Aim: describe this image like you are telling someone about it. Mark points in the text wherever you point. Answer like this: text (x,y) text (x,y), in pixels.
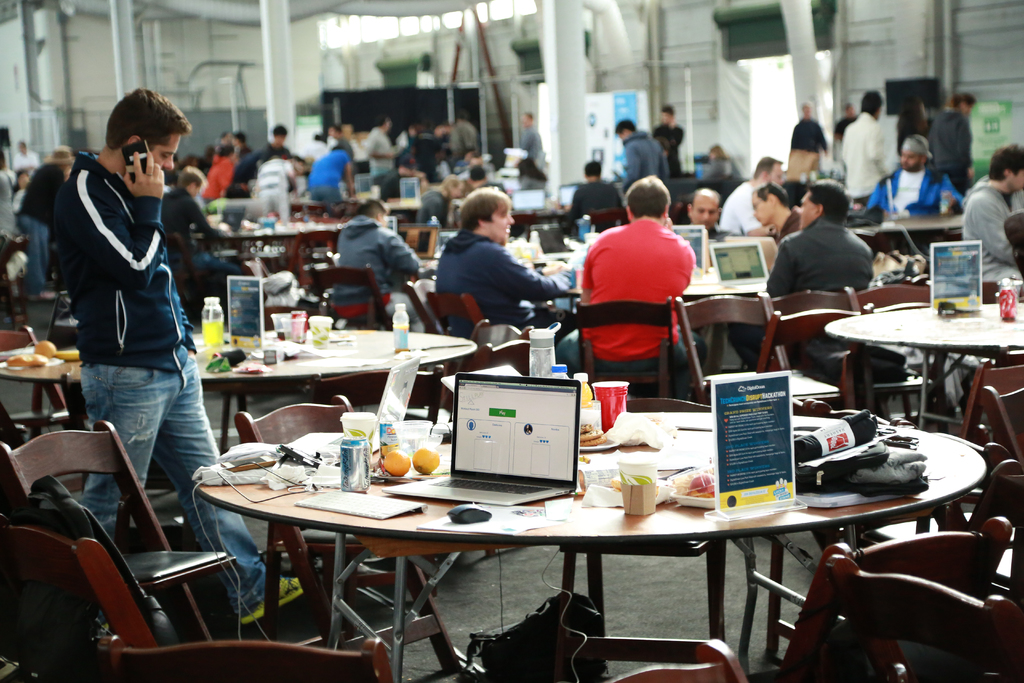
This picture is clicked at a cafeteria (725,314) or restaurant (693,181) and it is crowded. There are many tables (349,342) and chairs (352,320) in the image. On the table (375,487) that is in front (519,460) there is a laptop (529,469), drink can (368,469), papers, food (691,475), fruits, bottles (587,415) and small board (722,441) on it. Below the table (724,458) there is a bag pack (551,624). Just beside it there is a man (191,335) holding a mobile phone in his hand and he is walking. In the background (307,37) there is a wall (390,60), pillars (274,19) and an entrance (757,100).
